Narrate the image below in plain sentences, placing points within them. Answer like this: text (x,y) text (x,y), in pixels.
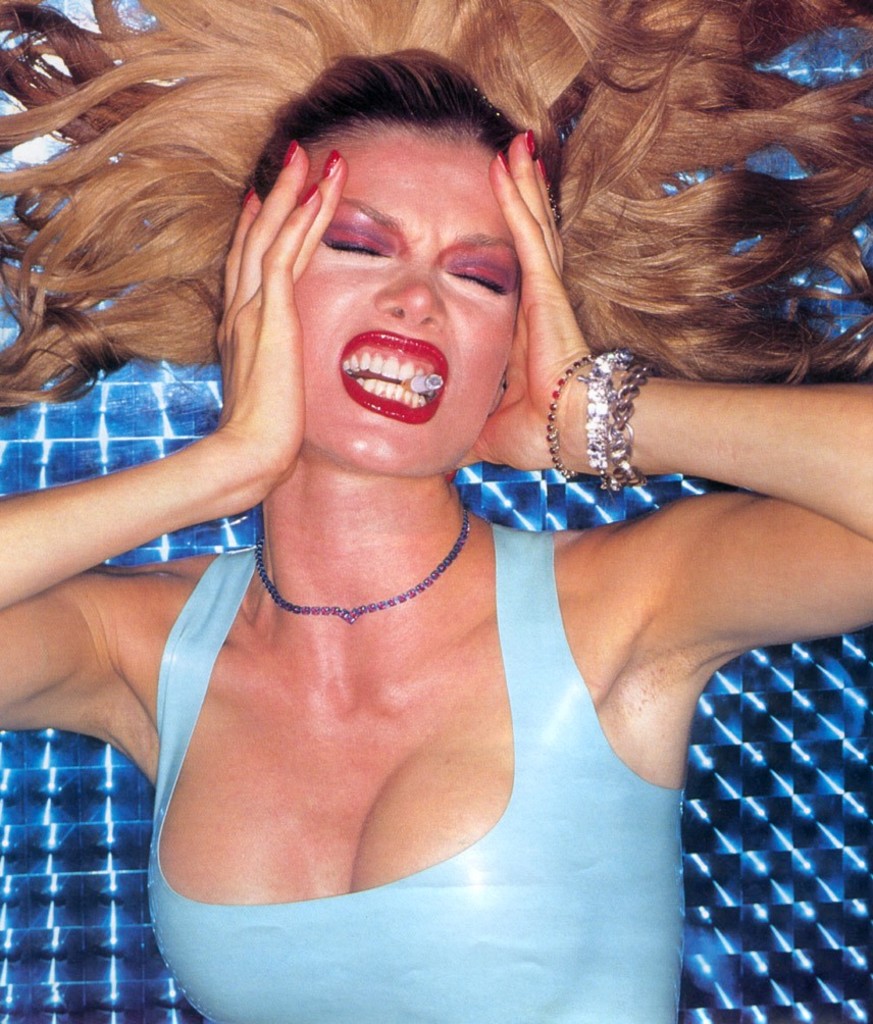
In the center of the image (556,618), we can see a lady (189,631) and there is a cigarette (423,388) in her mouth (393,411).
